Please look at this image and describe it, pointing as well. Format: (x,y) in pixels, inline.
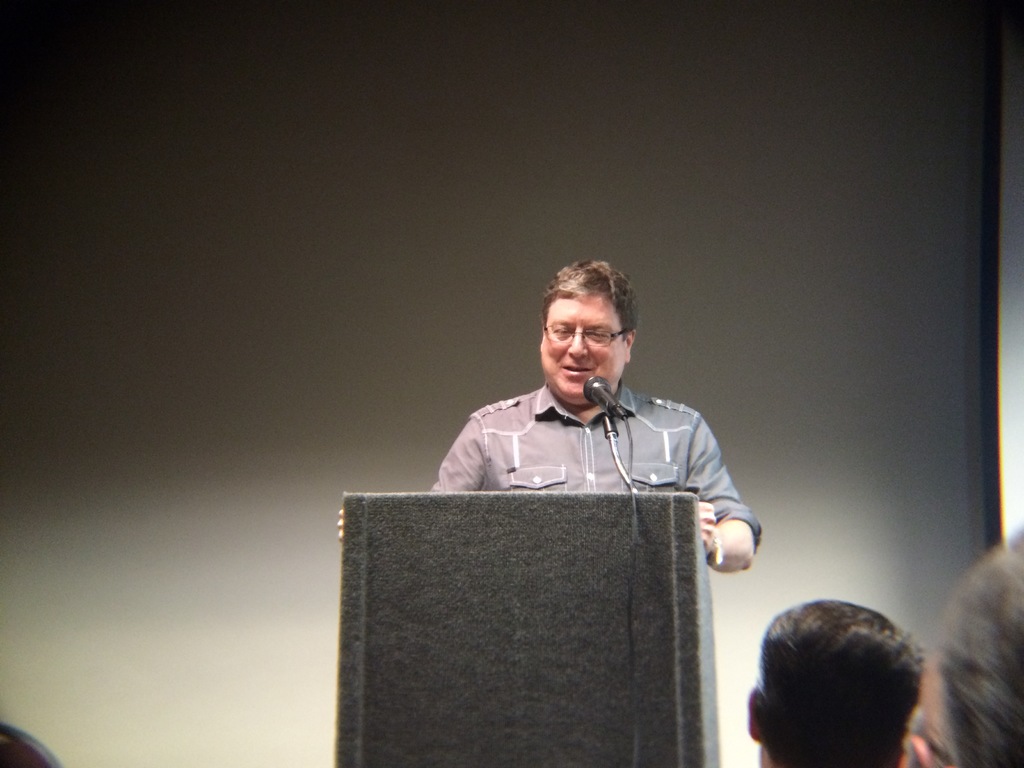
In this picture, we can see a few people (1010,661), among them we can see a person (516,435) standing, and we can see a podium (616,523), microphone (617,463), and we can see the background (19,624).
